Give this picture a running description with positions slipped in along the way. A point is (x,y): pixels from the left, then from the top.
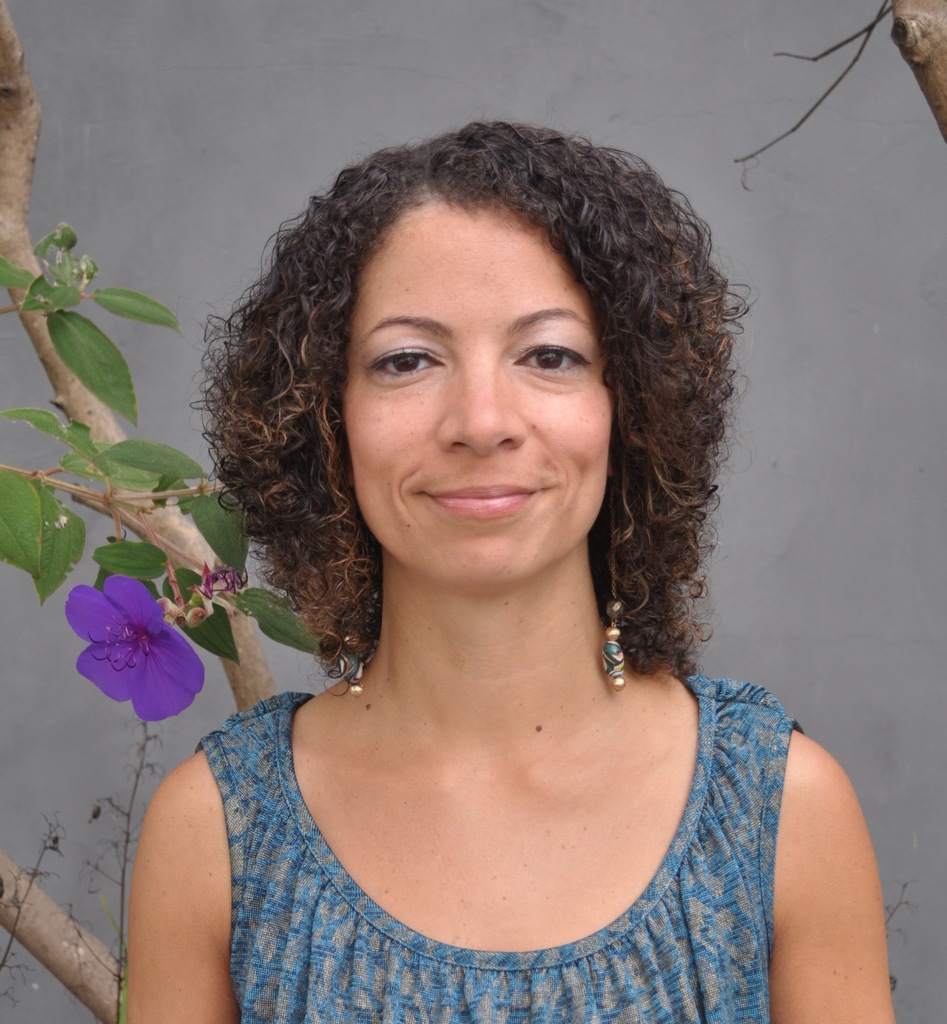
In this picture I can see a woman (860,882) smiling, this is looking like a small tree (156,566) with leaves (36,551) and a flower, and in the background (916,111) there is a wall (393,142).
